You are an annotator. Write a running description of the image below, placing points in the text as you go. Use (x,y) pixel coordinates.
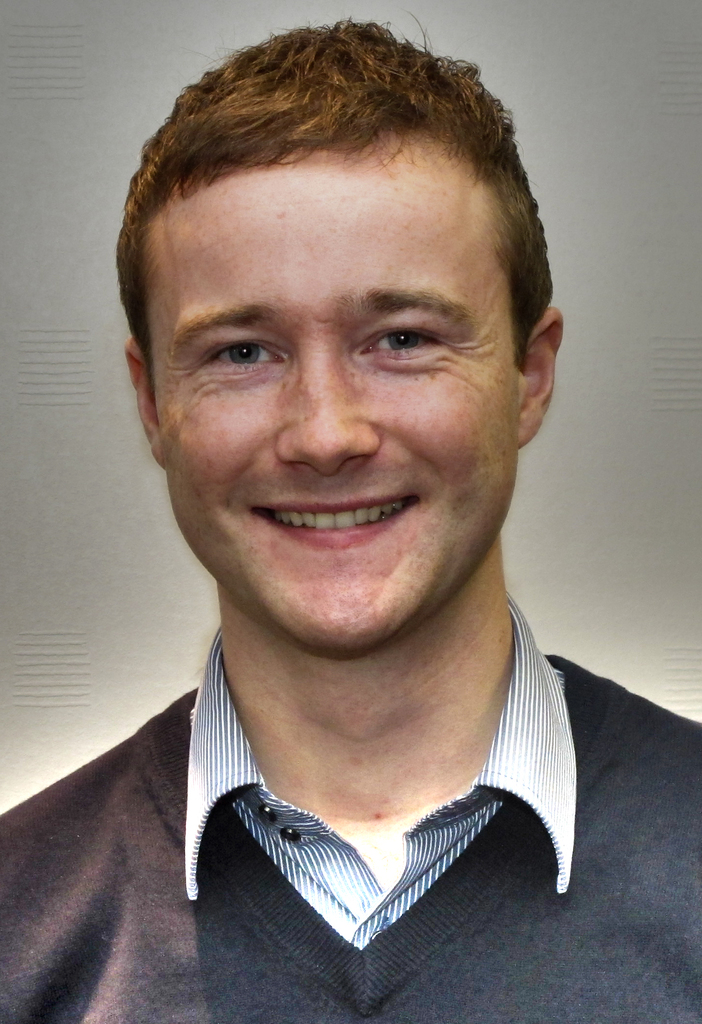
In this picture I can see a man (385,586) with a smile on his face (405,513) and I can see white color background (645,504).
